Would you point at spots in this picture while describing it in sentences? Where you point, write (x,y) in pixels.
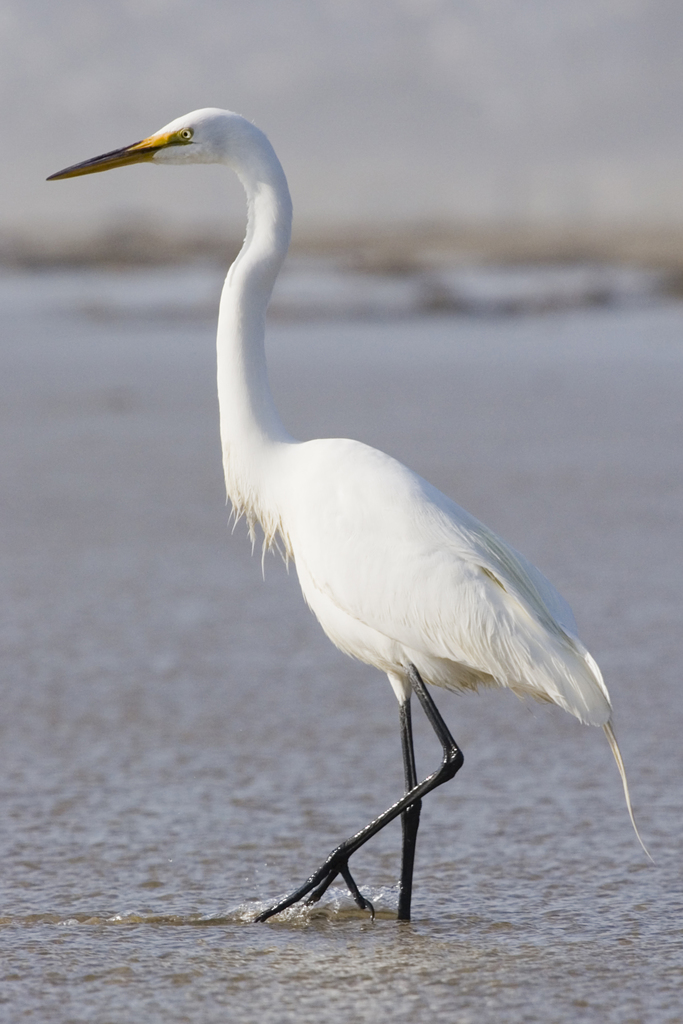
In the image there is a crane (516,628) walking in the water (354,864).
